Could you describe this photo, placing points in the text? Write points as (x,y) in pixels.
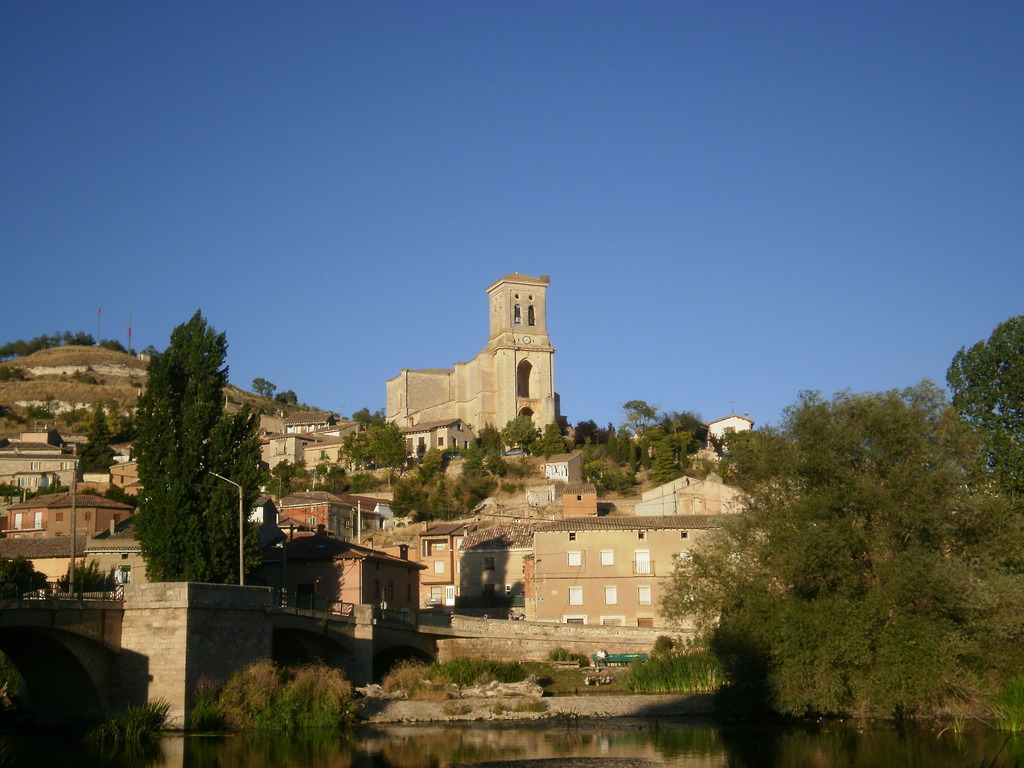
In this image, I can see the buildings (372,506) and trees (145,473) on a hill (99,373). At the bottom of the image (250,746), I can see water (258,756). In the background (319,207), there is the sky (758,224).
